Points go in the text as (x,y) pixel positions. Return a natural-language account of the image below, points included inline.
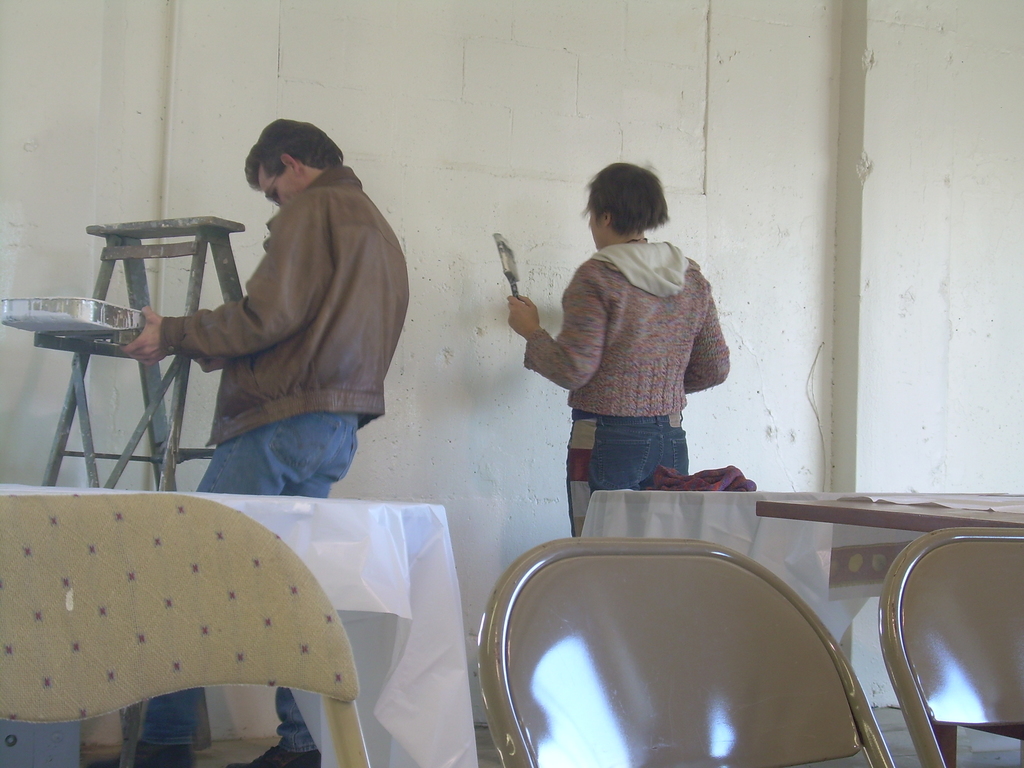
In this image there are two persons (701,321) who are standing and one person (519,306) is holding a brush (514,297), and another person (129,344) is holding a tray (131,329). Beside him there is one ladder (159,232), and in the foreground (384,643) there are some chairs (700,617) and tables (741,505). On the table (728,497) there is one cloth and in the background (427,65) there is wall (435,75).
